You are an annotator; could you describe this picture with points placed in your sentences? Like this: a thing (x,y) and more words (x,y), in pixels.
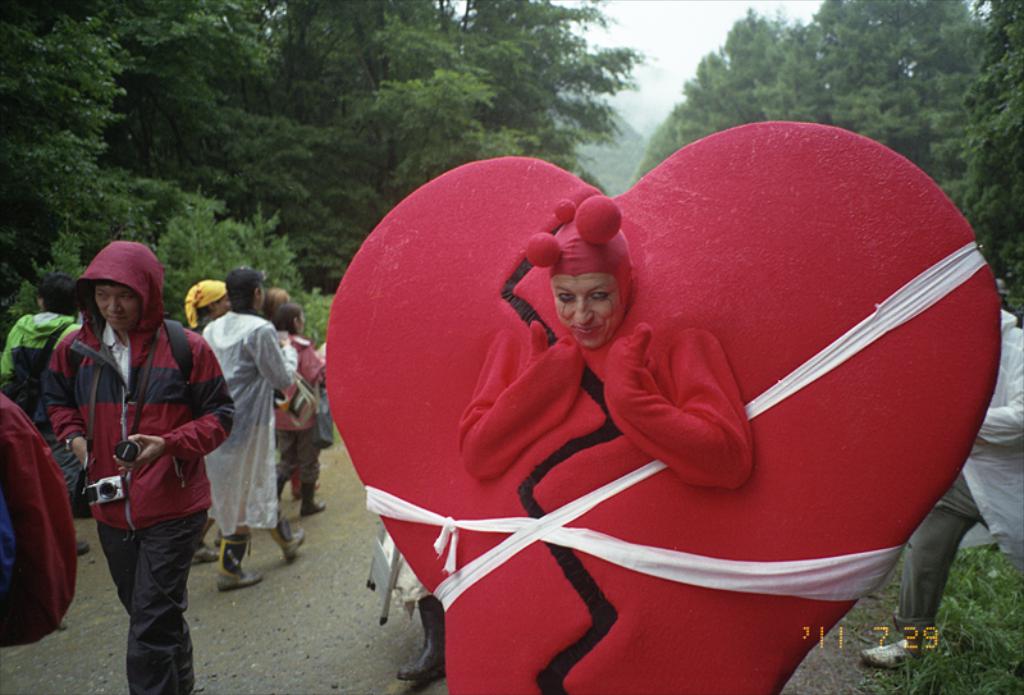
In this image I can see some people (734,450) on the road (317,650). On the right side (963,612), I can see the grass (978,629). In the background (656,157), I can see the trees (779,118) and the sky (639,37).
